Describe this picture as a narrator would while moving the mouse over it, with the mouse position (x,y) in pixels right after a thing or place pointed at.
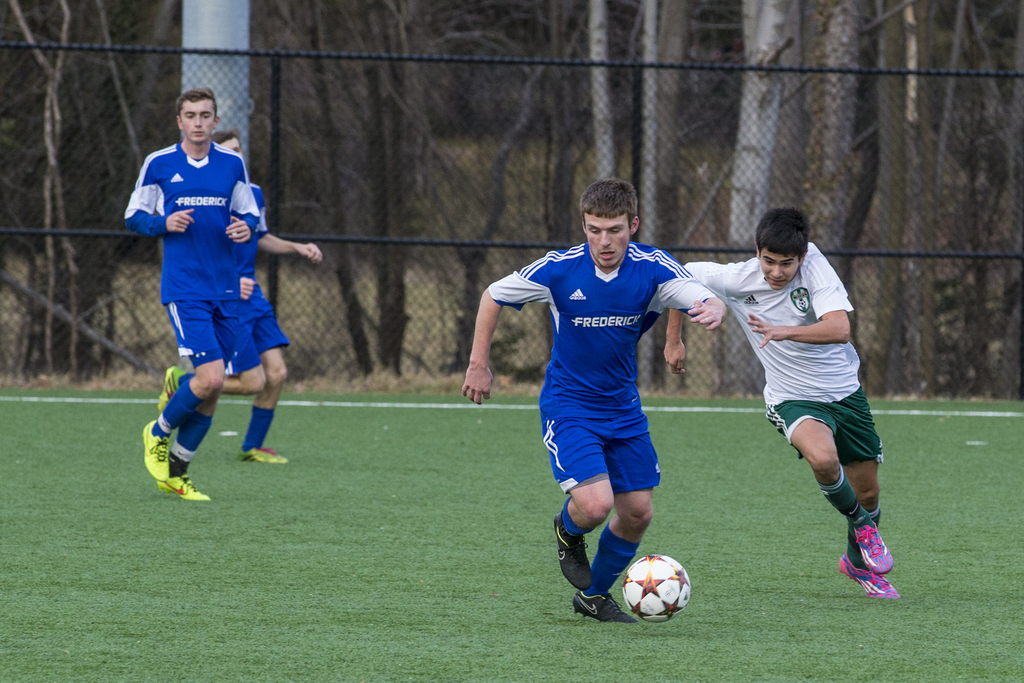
This picture shows few men (592,475) playing football (629,599) and we see a metal fence (786,157) on the back (669,195). We see trees (379,27) and grass (349,657) on the ground (972,626).
